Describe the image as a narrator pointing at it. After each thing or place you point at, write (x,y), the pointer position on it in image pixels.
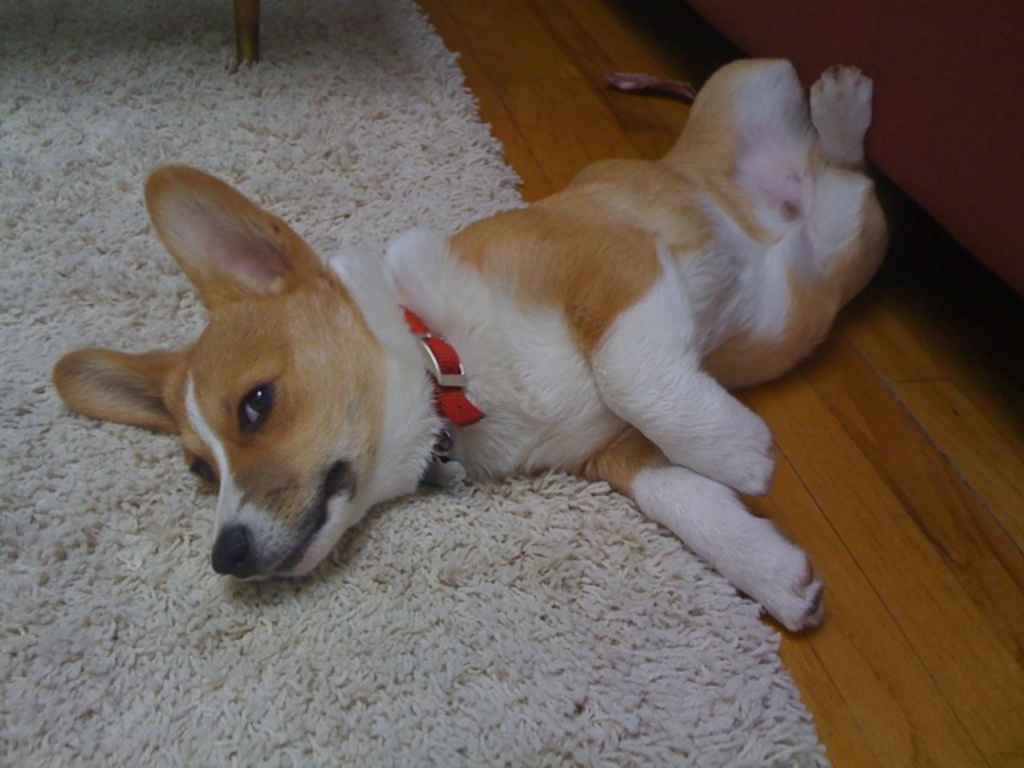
In the picture i can see dog (525,434) laying on the surface (709,567), half part (572,427) of the dog (327,325) is on the carpet (361,554).
